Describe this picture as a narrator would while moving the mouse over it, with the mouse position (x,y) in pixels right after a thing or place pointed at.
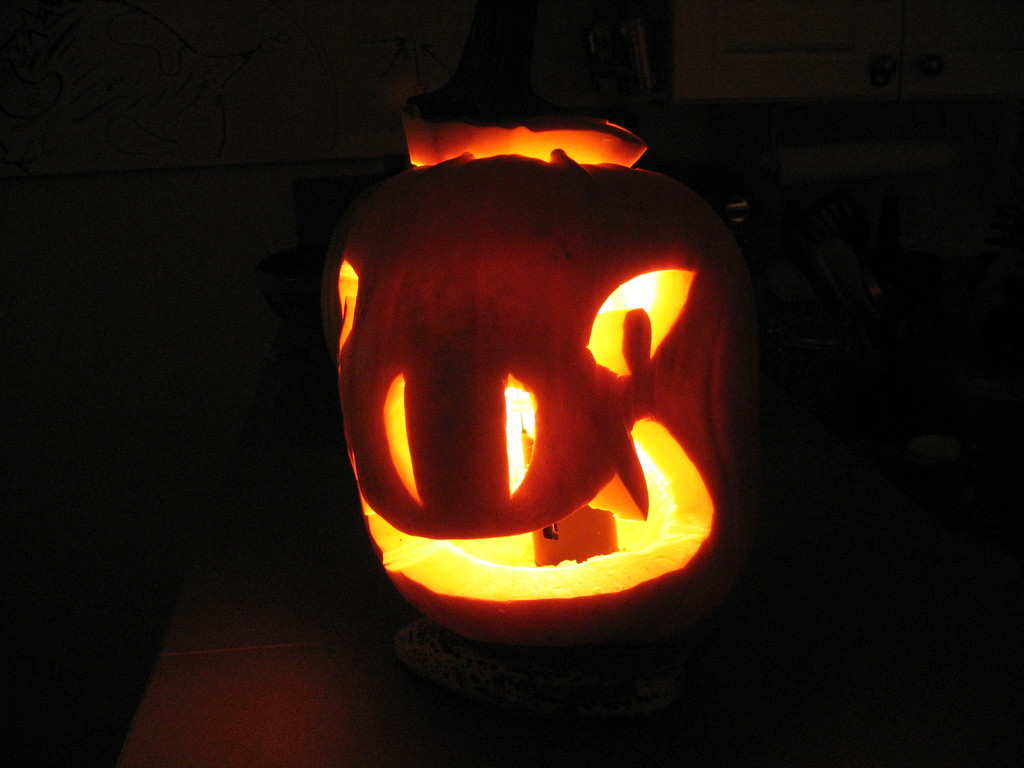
In the image I can see a pumpkin (517,429) in which there is a lamp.
